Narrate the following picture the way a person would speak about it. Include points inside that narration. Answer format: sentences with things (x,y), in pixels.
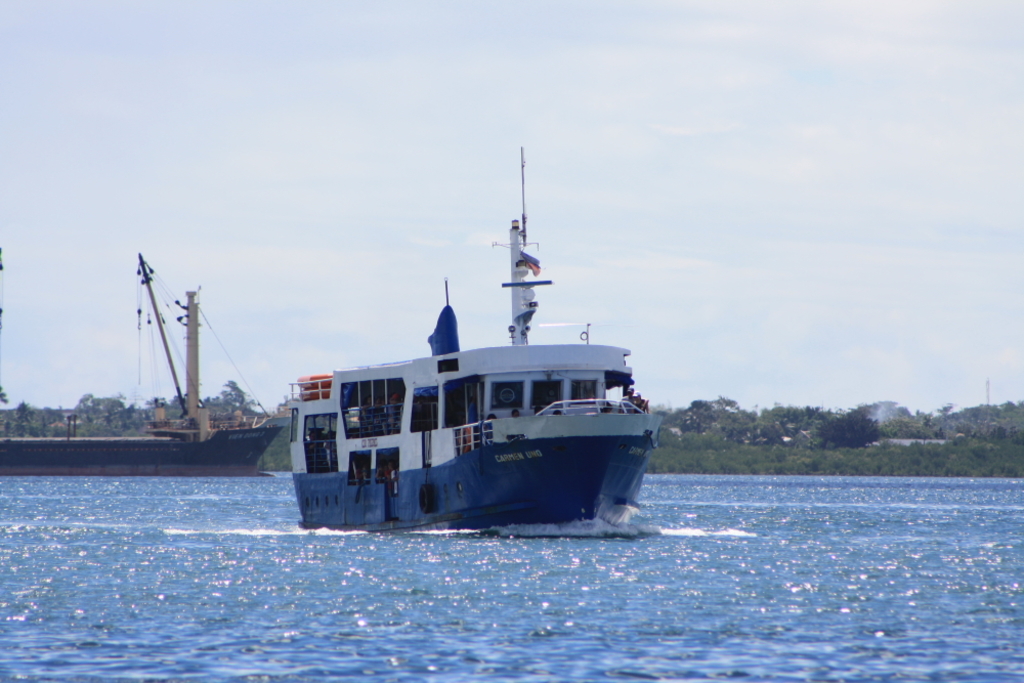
In this image I can see the ship (404,434) on the water (717,475) and the ship (638,486) is in blue and white color, background (240,341) I can see few poles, trees (793,413) in green color and the sky (449,62) is in white color.
